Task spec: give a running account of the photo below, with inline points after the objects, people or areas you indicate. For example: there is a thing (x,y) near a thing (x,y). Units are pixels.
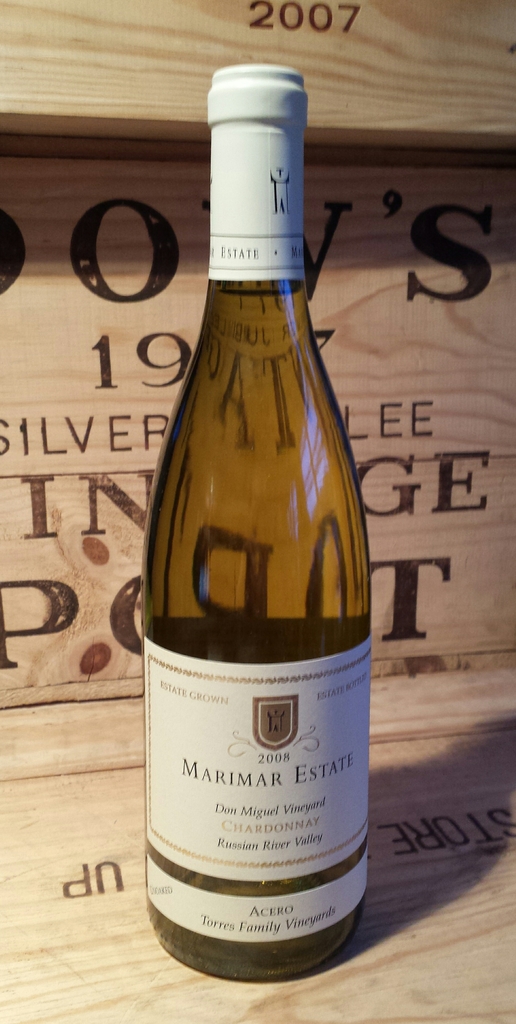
In this image I see a bottle (216,958) which is of brown and white in color.
